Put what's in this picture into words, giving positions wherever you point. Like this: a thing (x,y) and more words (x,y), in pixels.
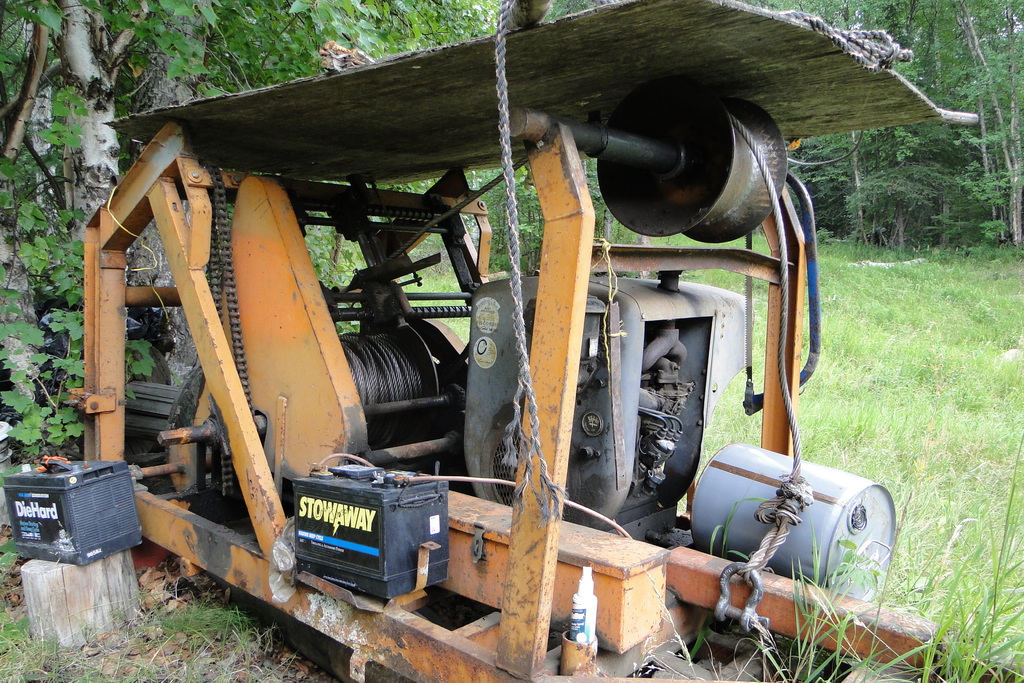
Land (909,248) is covered with grass (837,277). Here we can see a machine (230,349). Background (1013,144) there are trees (564,10).
